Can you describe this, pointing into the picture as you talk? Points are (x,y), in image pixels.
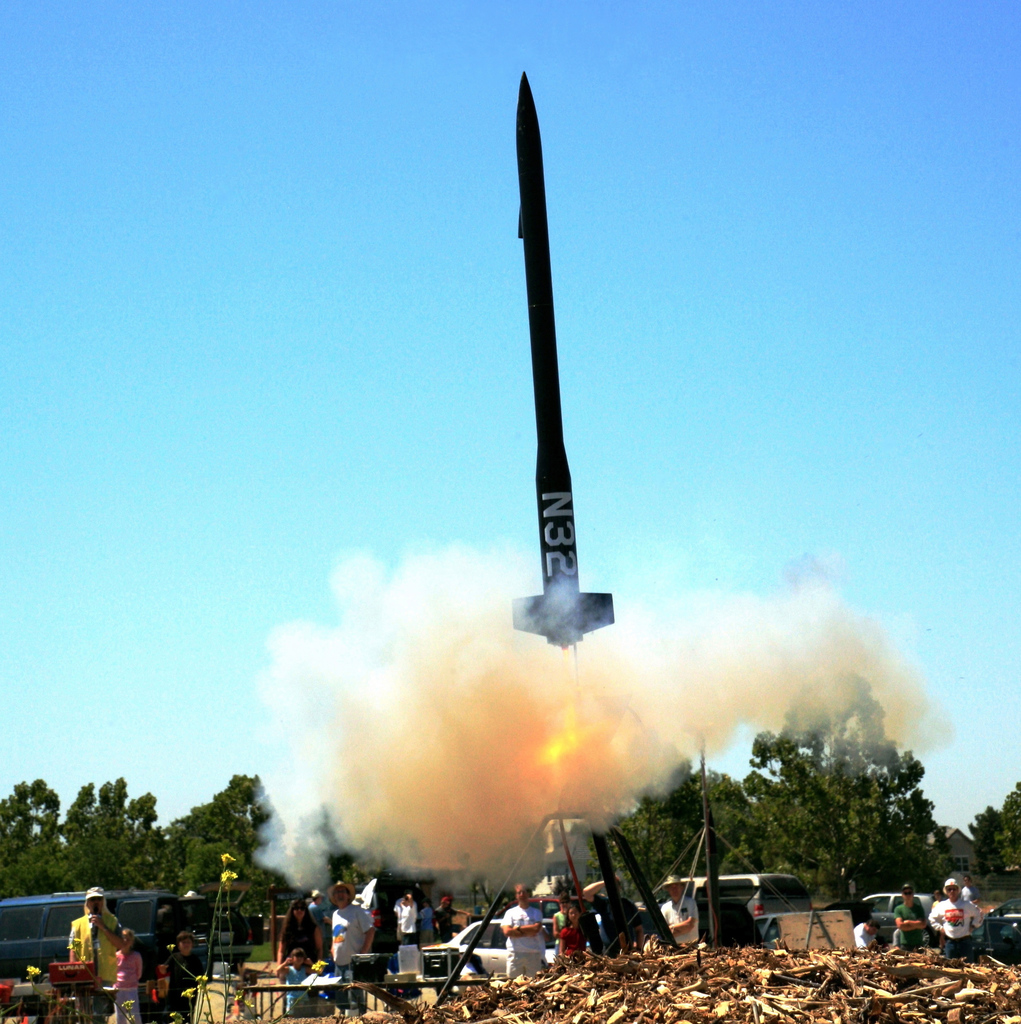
In this image there is a rocket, smoke (593,681), trees (232,804), vehicles (238,910), people (178,972), table (333,984), sky (739,398) and objects (619,1003).
